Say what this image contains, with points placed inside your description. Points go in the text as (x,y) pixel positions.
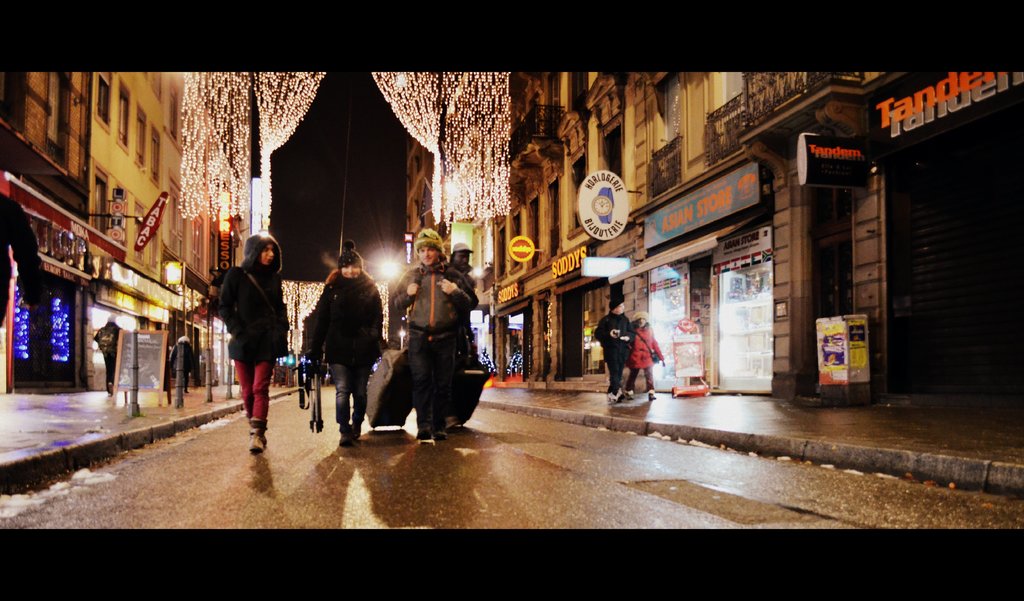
In this picture I can see some persons (231,305) who are walking on the street (505,424) and road (500,494). On the right (728,352) and left side (122,289) I can see the buildings (926,237). In the bottom right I can see some boards (834,353) which are placed near to the shelter (896,357). At the top (497,180) I can the lights (510,172) which are hanging on the wall (585,147). In the background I can see the lights (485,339), vehicles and other objects (484,318).
